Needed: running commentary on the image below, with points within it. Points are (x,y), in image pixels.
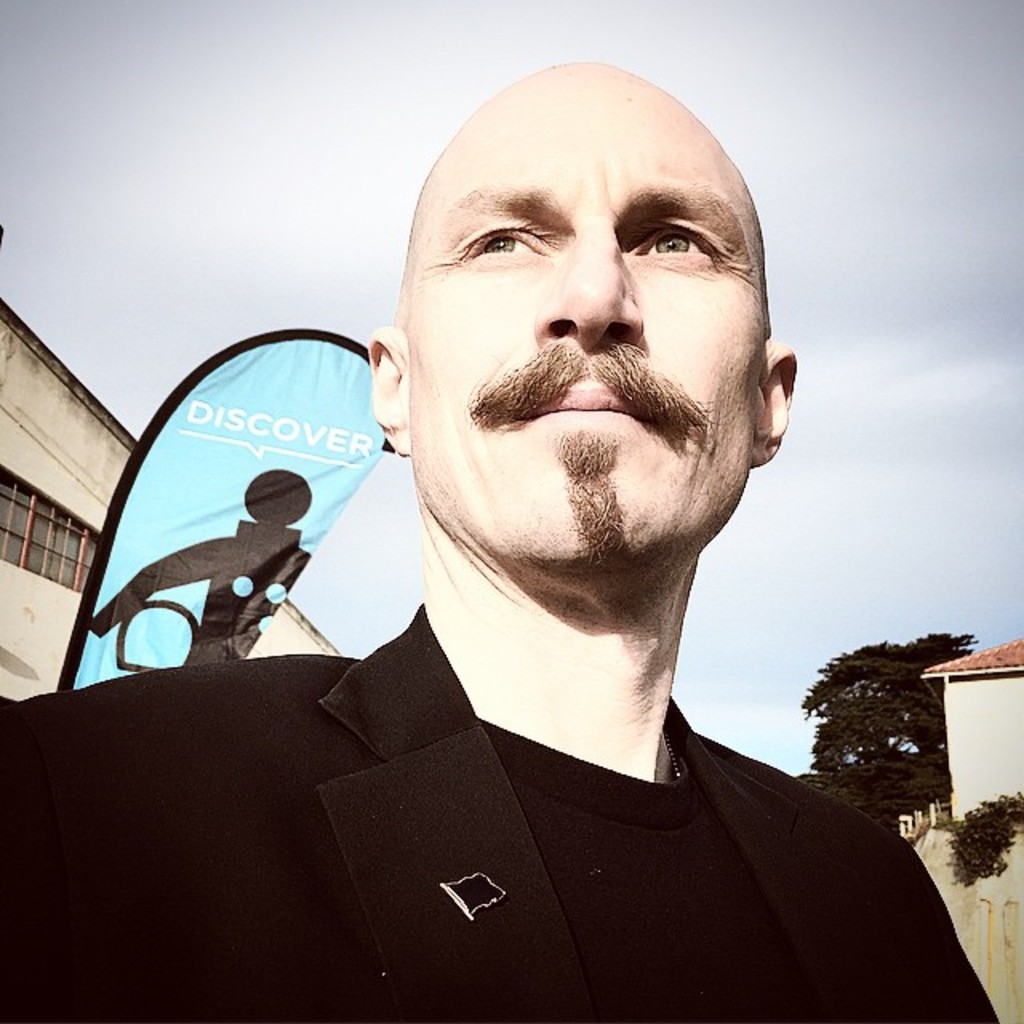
This image consists of a man (523,813) wearing a black dress (495,878). In the background (93,517), we can see a building (1011,774). On the right (886,761), there is a tree (855,699). At the top (352,108), there are clouds (401,133) in the sky (116,197).
